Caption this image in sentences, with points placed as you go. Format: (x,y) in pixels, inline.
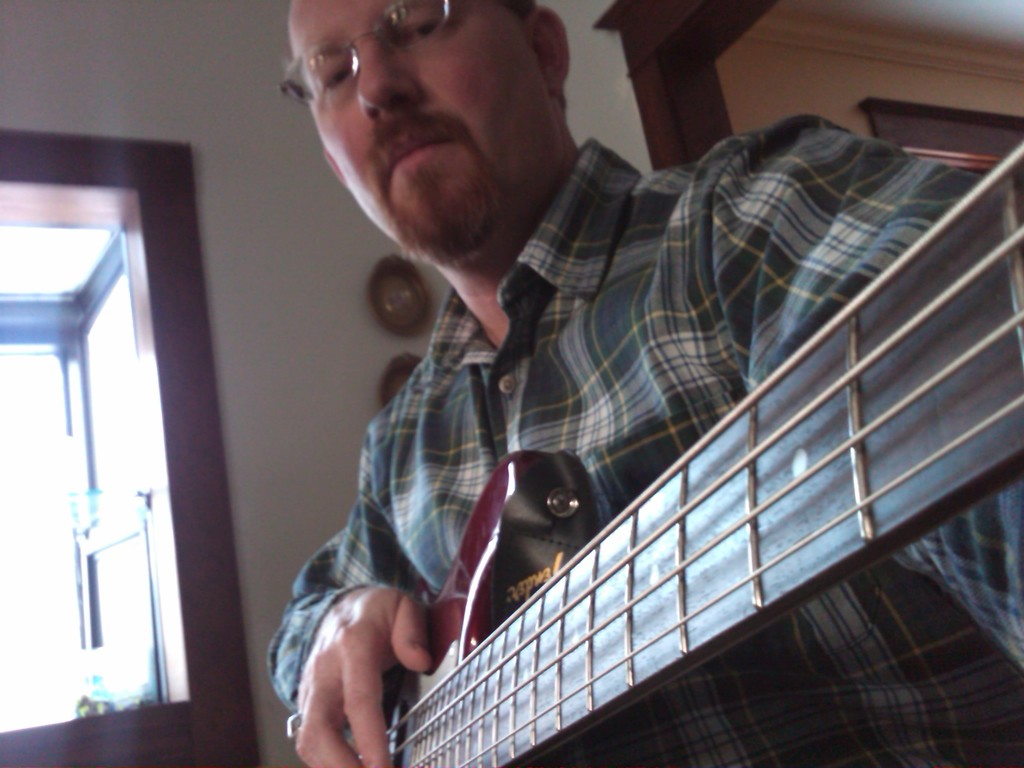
In this image the man (662,299) is playing the guitar (606,581) at the back side (298,448) there is a wall (237,367) and a window (201,311).
